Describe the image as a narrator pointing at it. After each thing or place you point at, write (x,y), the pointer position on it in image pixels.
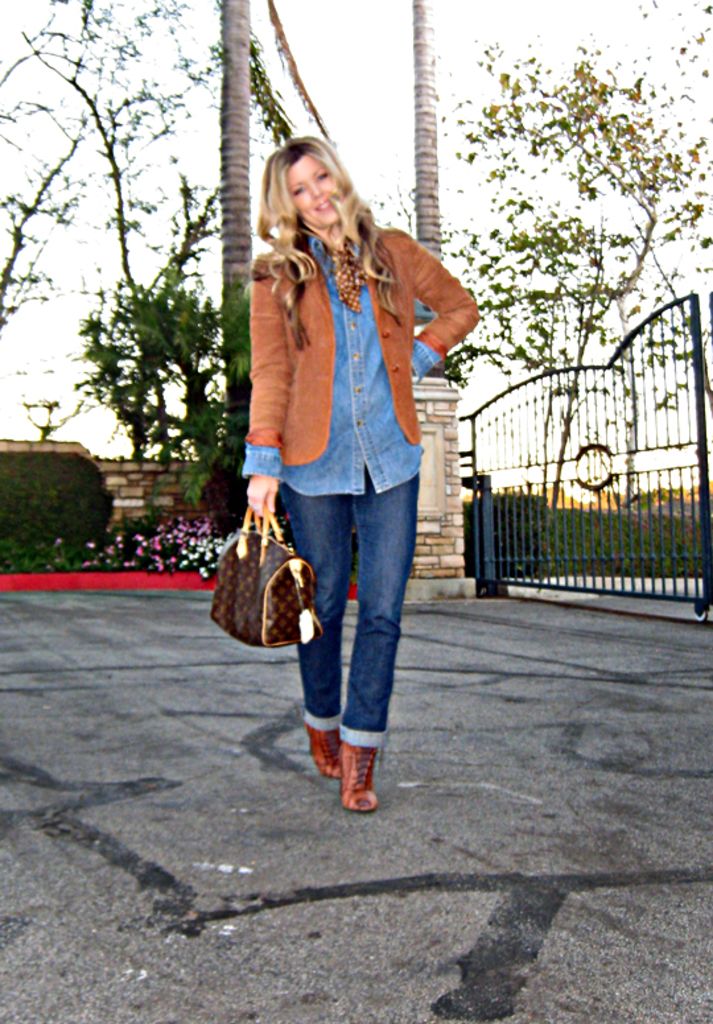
In this picture we can see a road (444,885) on the road (338,881) one lady (333,537) Standing and she is holding a bag (245,580) right side (678,510) we can see a gate (602,450) and back side there so many trees (143,97) sky (317,63) and plants (168,527) with flowers (185,539).
